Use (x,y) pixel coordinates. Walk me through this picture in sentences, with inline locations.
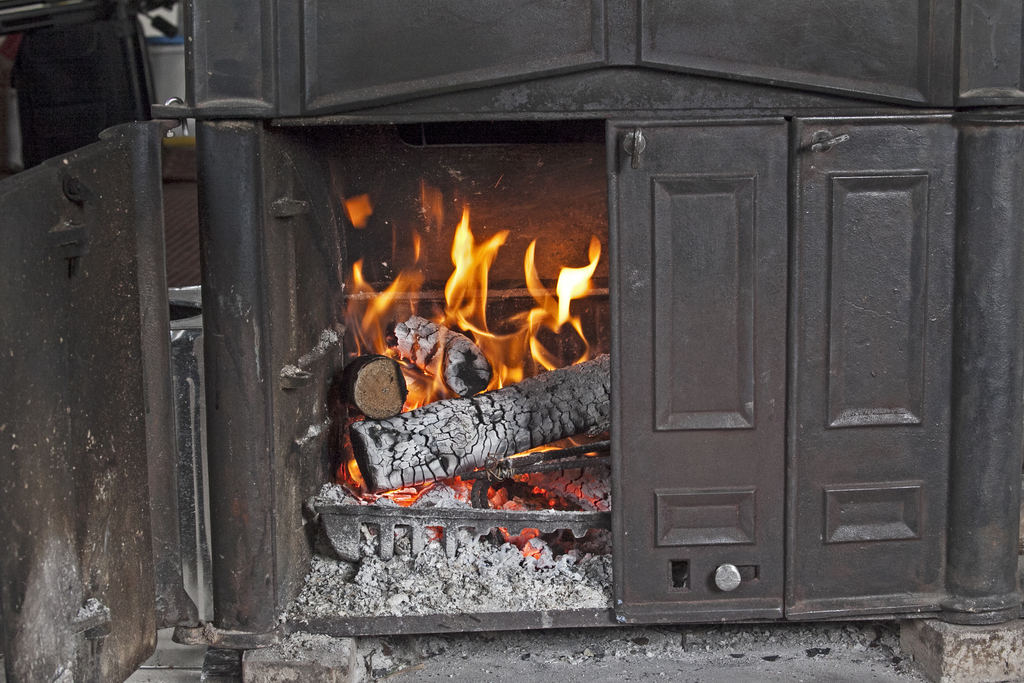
In this picture I can see the fireplace (336,308) in front (483,391) and I see the ash (426,551) and I see the black color thing (625,38) on top of this image (690,81).
